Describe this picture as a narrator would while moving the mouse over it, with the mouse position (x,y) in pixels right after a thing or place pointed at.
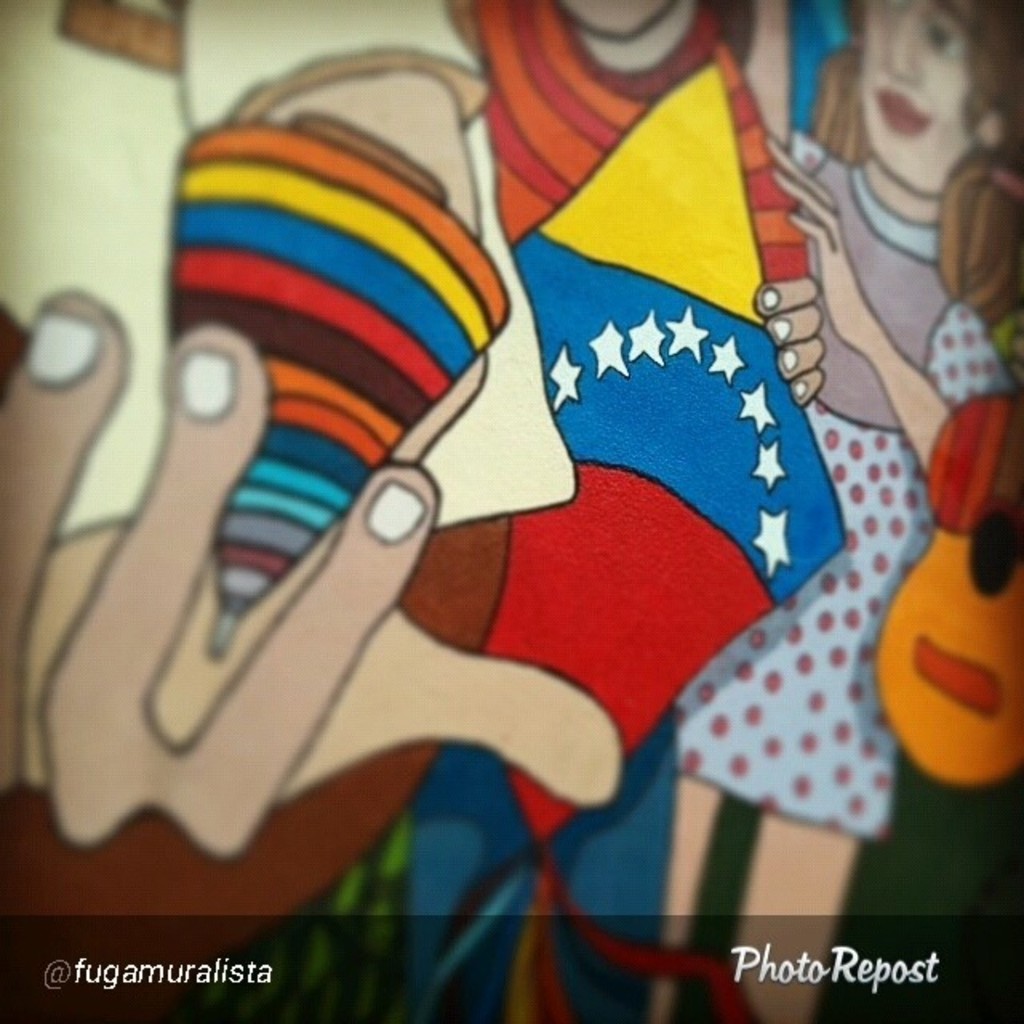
In this image I can see few cartoon toys (675,220) in different color. At the bottom (854,984) I can see something is written on the image.
